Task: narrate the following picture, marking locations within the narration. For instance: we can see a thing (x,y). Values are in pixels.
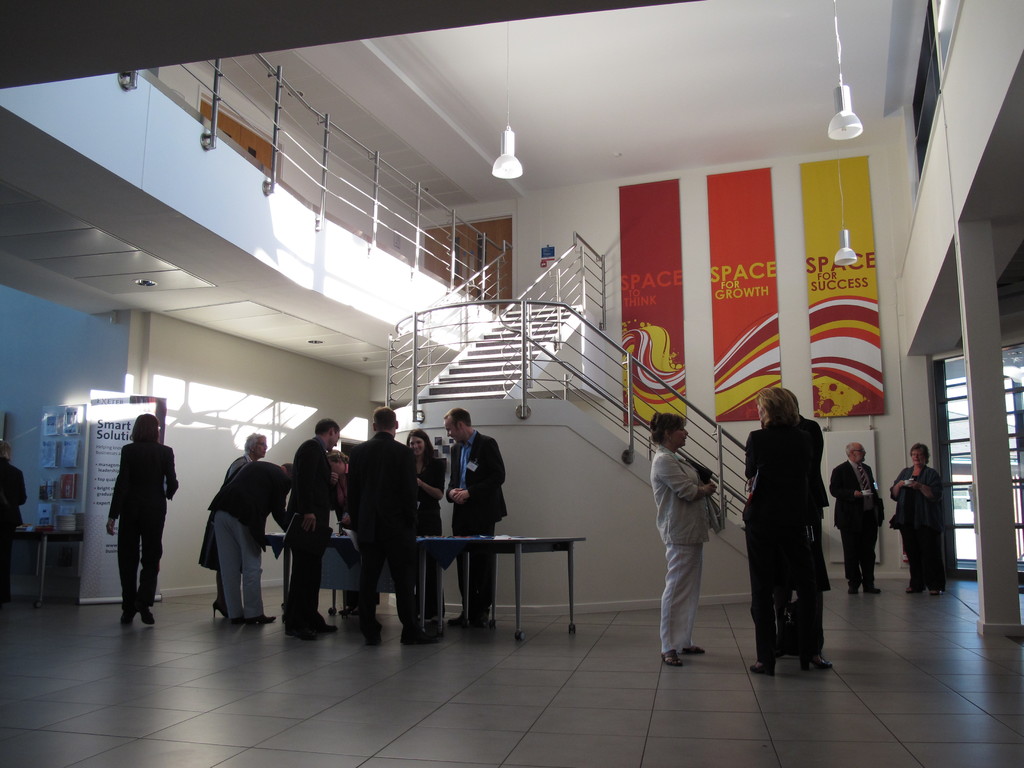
In the foreground (394,470) I can see a group of people (394,470) are standing on the floor (711,605) in front of a table (457,546). In the background (532,386) I can see a staircase (564,358), fence (554,304), boards (659,292), doors (495,221) and a rooftop (655,108) on which lamps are hanged. This image is taken may be in a hall (944,141).
